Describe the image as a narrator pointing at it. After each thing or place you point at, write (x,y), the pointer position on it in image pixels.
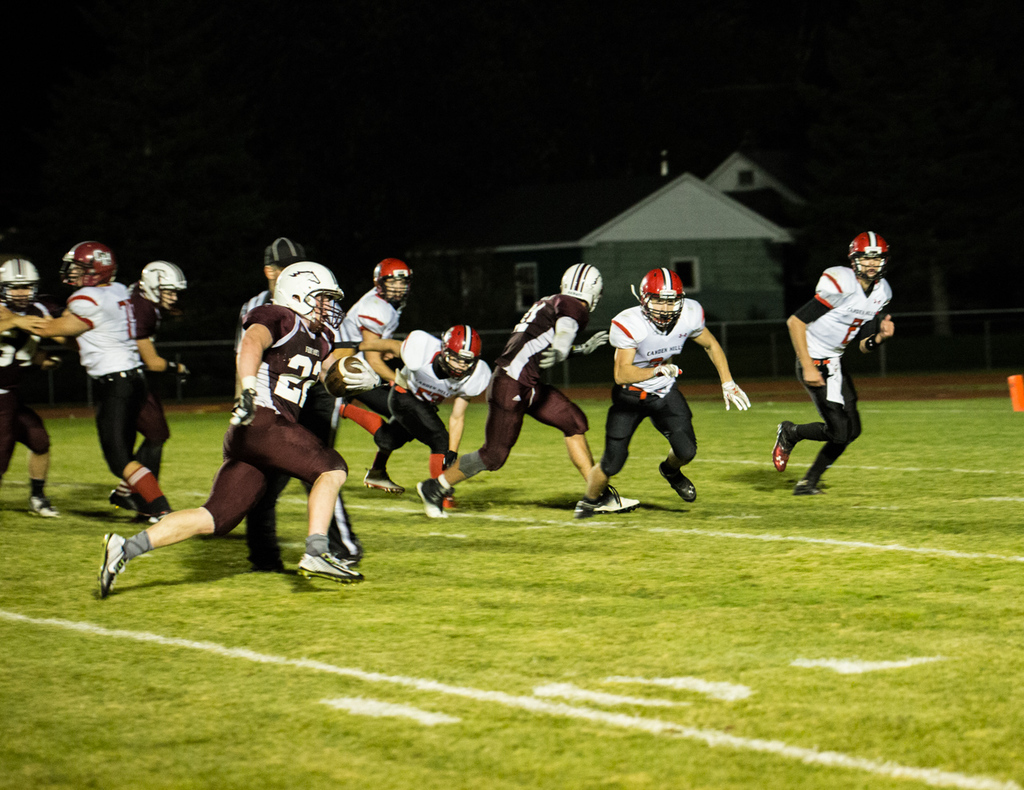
In this picture I can see few players (432,417) on the ground (993,638) and they wore helmets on their heads (669,313) and I can see a house (671,241) in the back (730,212) and I can see a rugby ball (352,384) in the hand (366,383) of a player (242,349) and I can see dark background (918,181).
